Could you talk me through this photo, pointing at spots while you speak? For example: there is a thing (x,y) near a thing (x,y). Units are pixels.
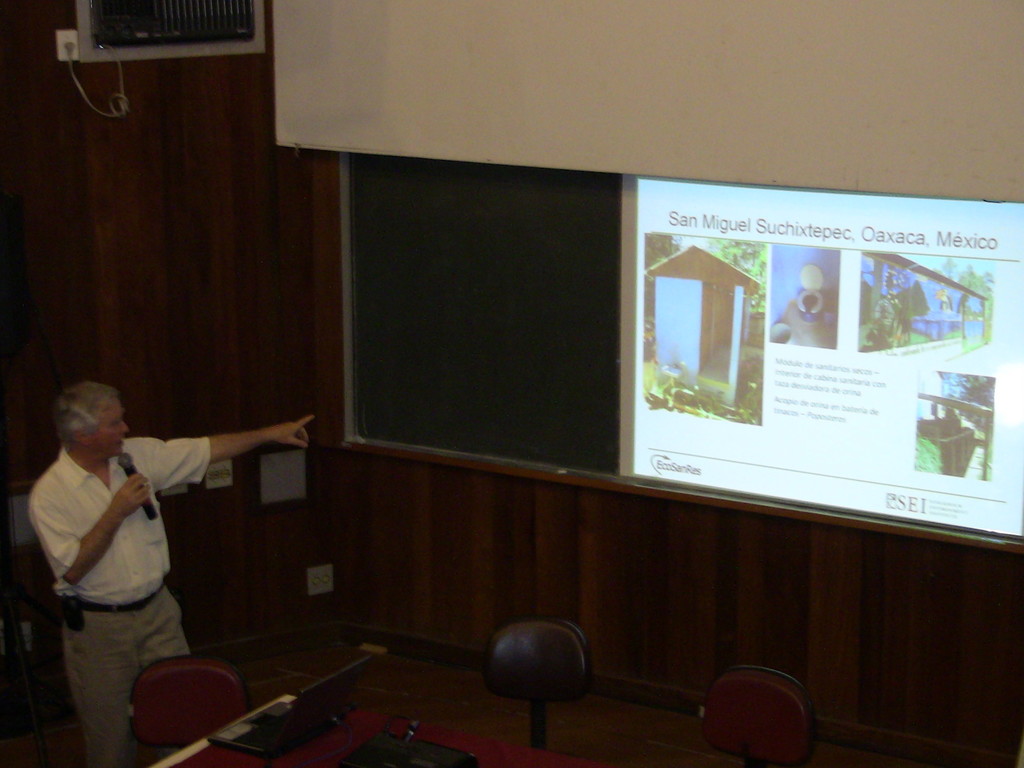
In this image I can see a person (100,488) wearing white dress (118,484) and holding the mic (128,463) and he is standing in front of the table (428,739) and the chairs (534,689). They are in maroon color. To the side there is a screen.
